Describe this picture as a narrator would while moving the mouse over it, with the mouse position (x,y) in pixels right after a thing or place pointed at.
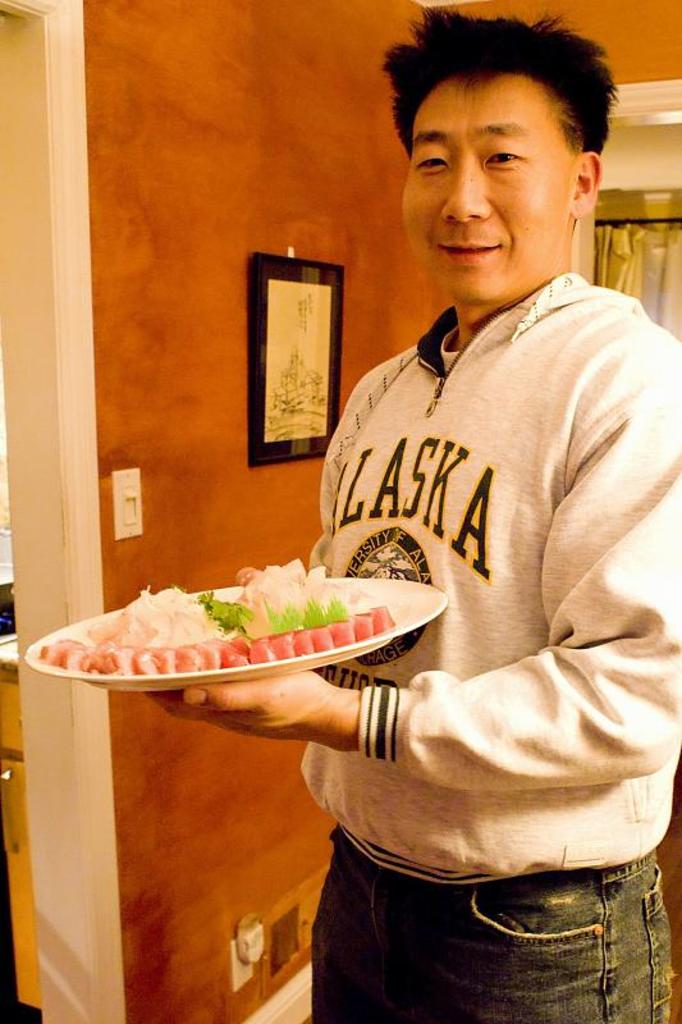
This is the picture of a room (59,345). In this image there is a person (462,561) standing and holding the plate (382,596) and there is a food (223,616) on the plate (389,605). On the left side of the image (2,729) there is a cupboard (0,692). There are frames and there is a switch board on the wall (163,714). At the back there is a curtain (651,242).
